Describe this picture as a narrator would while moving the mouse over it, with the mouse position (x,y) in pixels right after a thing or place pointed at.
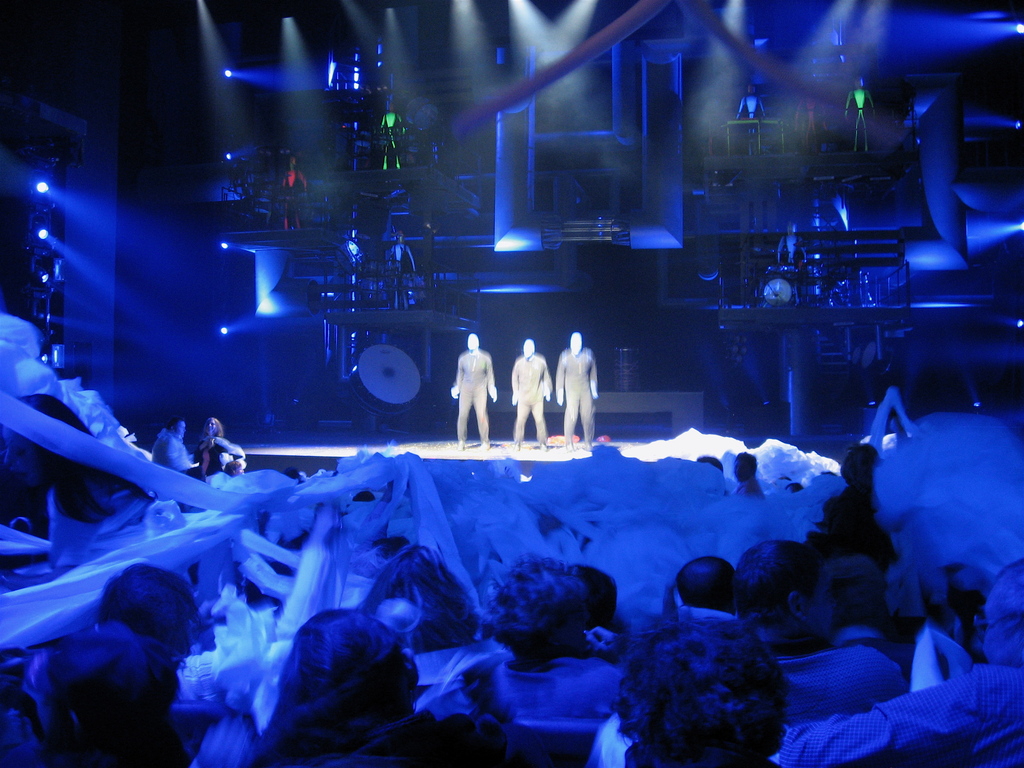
In this picture we can see some people (759,546) are sitting in the front (578,644), in the background (469,398) there are three persons (572,385) standing on the stage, we can also see a drum (388,386) and some lights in the background (923,18).
